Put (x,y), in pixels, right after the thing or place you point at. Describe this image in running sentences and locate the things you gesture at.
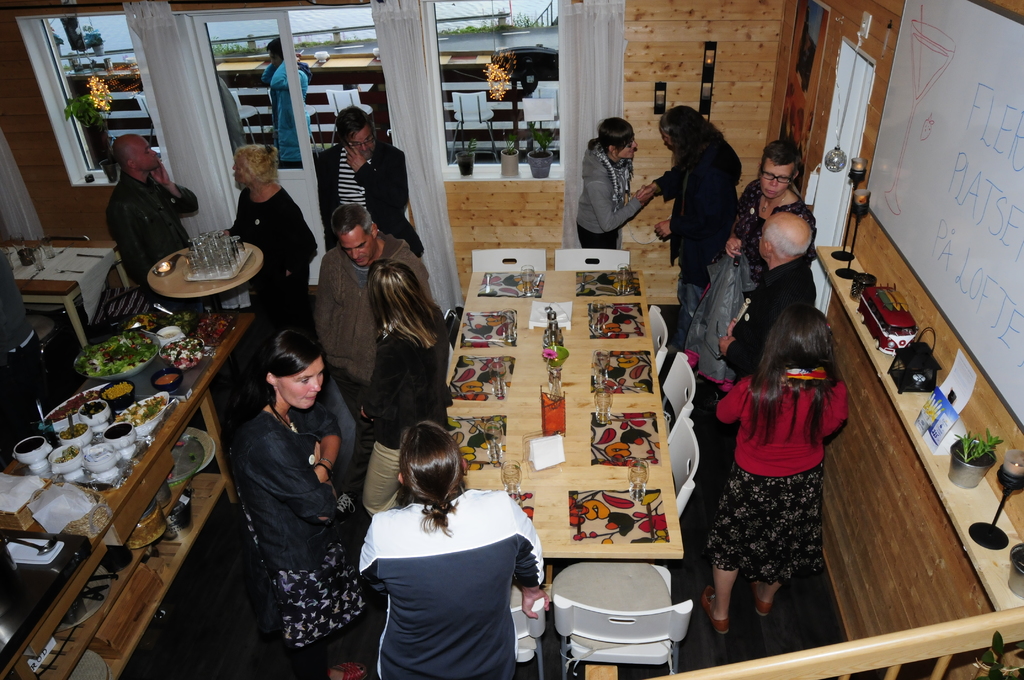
In this picture we see a wooden room (178,373) with many people (414,389), tables (658,479) and chairs (529,625) inside it.
